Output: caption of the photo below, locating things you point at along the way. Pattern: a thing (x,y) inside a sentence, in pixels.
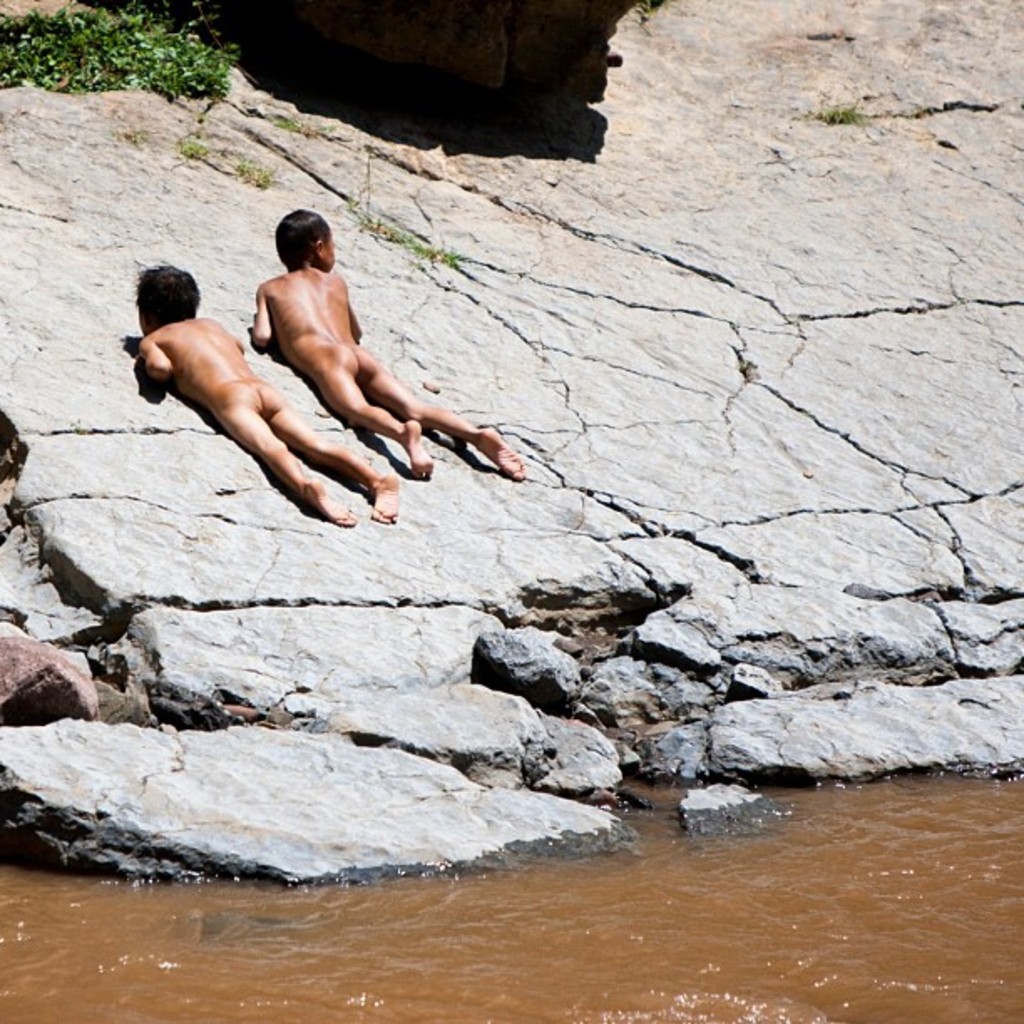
In this picture there is water (518,909) at the bottom side of the image (497,919) and there are children (315,287) those who are lying on the rock (468,372) and there is greenery (169,72) in the top left side of the image (154,90).
